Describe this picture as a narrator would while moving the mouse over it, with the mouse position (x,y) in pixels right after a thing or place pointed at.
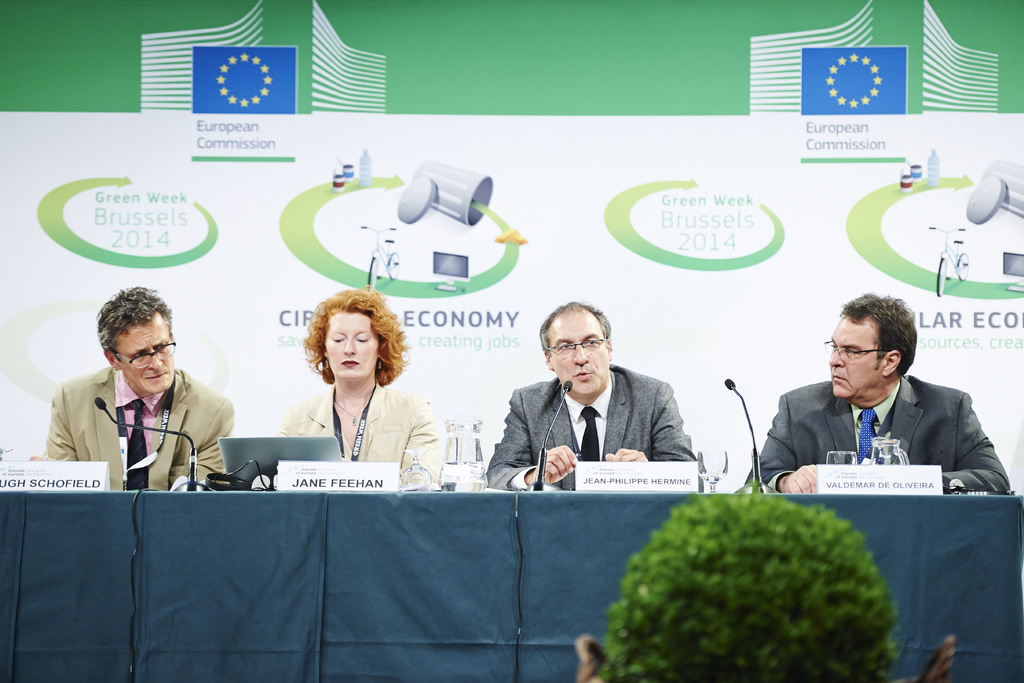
In this image there are four people (568,412) sitting. In front of them there is a table (471,508). On the table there are microphones (733,386), name boards (105,477), glasses (406,452) and a laptop (286,446). There is a cloth (243,555) spread on the table (310,560). At the bottom (733,620) there is a houseplant (743,620). Behind them there is a banner (609,100) on the wall (609,100). There are pictures (442,202) and text (715,216) on the banner (119,130).
